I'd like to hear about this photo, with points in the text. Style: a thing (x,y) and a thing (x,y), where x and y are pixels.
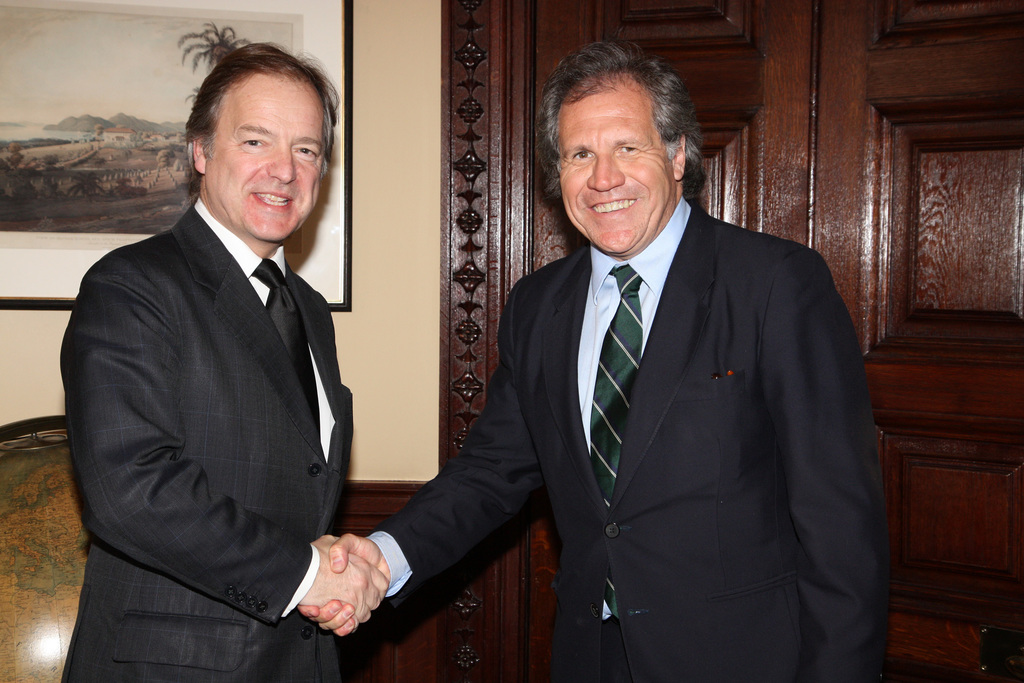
In this image in the foreground (293,401) there are two persons (658,348) smiling, and they are shaking hand (357,572) with each other. And in the background (477,98) there is a door (779,77), photo frame (181,24), globe (49,492) and wall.
